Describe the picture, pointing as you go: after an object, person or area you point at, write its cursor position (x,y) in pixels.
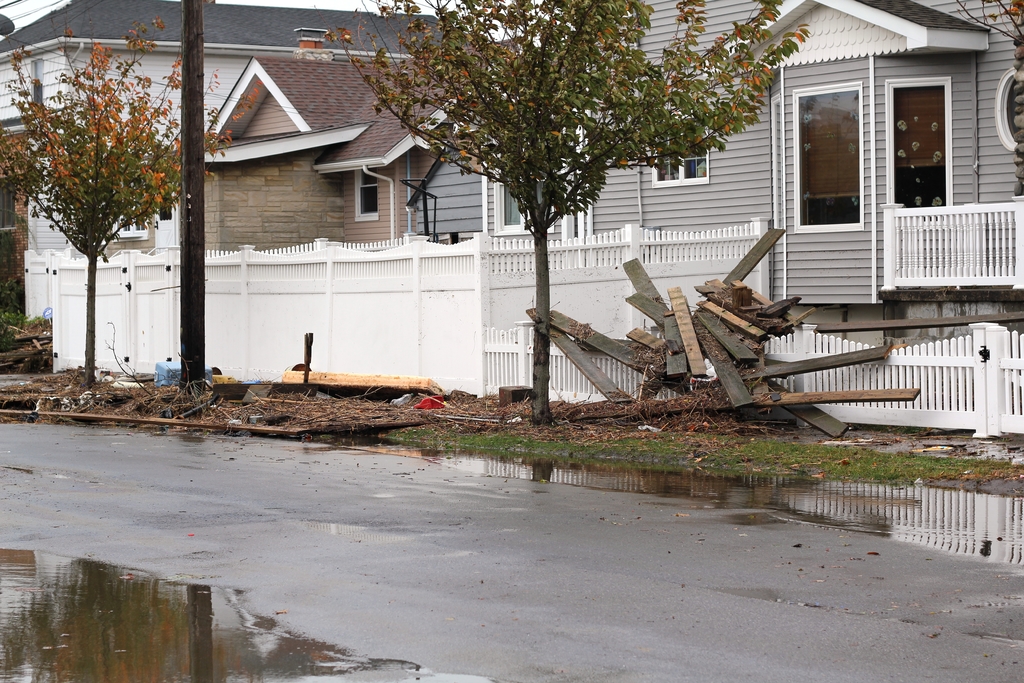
These are the houses (391,173) with the windows (858,159) and glass doors (931,160). I can see the wooden boards (617,352). This looks like a wooden fence (663,281). These are the trees (94,357). This looks like a pole (187,317). I can see the water (93,581) on the road (474,493).
